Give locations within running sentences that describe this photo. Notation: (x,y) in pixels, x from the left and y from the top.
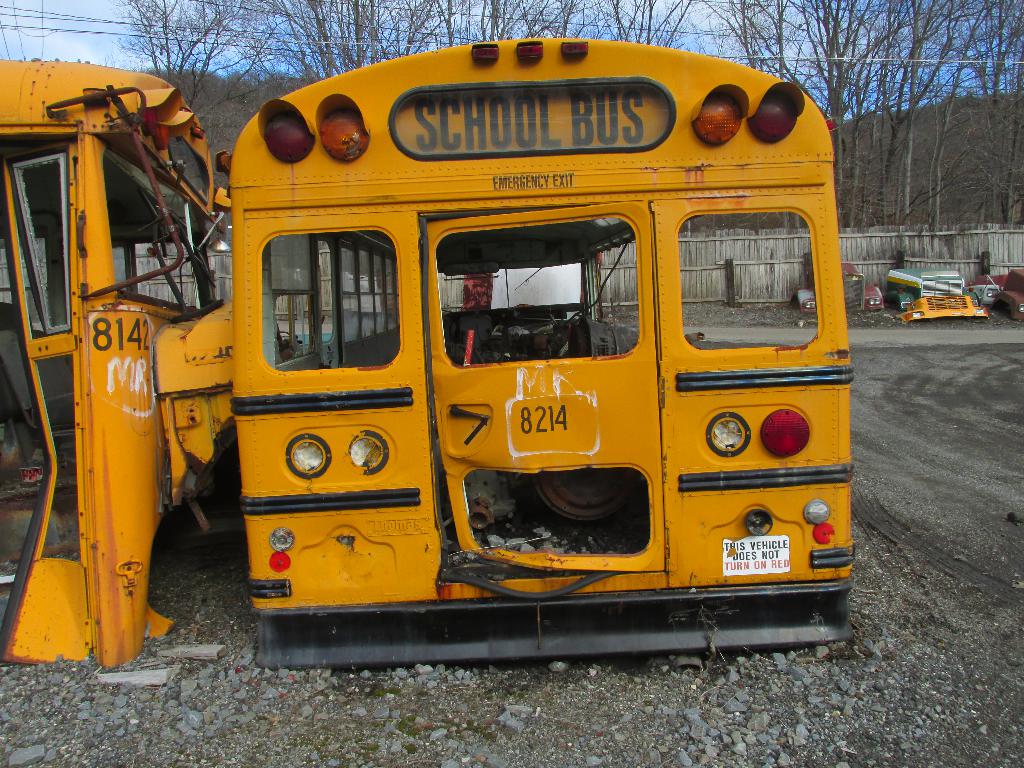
In this image we can see different parts (799,392) of the vehicles (481,350) and some stones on the ground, we can see there are some trees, mountains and the wall (869,246), in the background (153,29) we can see the sky (278,71).
